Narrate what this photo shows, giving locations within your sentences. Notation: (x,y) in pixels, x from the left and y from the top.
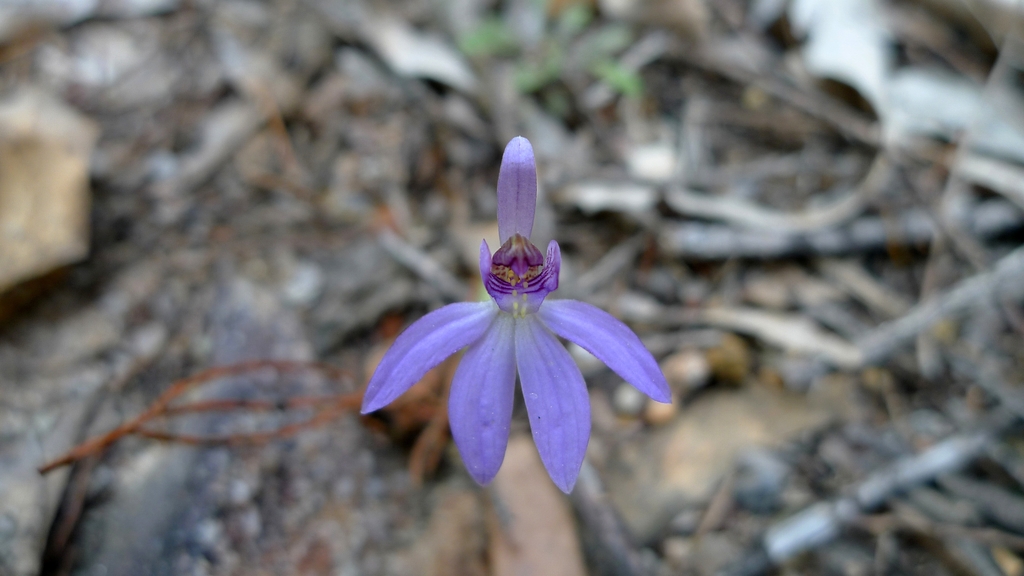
In the middle of this image (458,333) there is a violet color flower (492,400). In the background (600,185) there are many sticks (173,436) and stones (219,394) on the ground (188,295).
